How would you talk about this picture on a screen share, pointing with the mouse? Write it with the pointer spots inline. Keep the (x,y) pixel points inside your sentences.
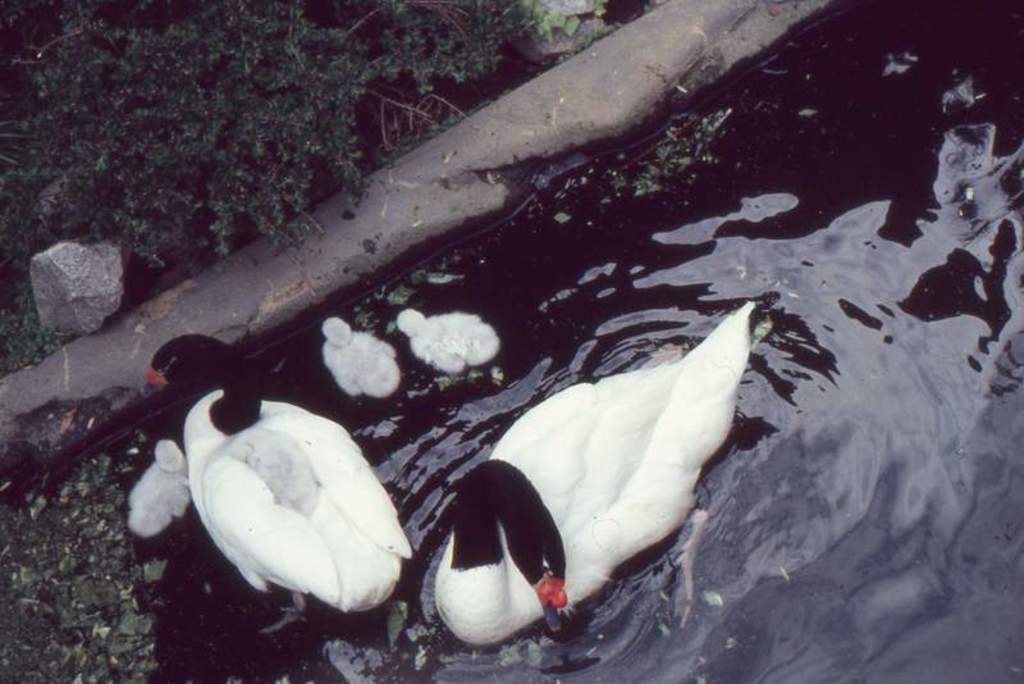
In this image we can see swans (360,487) and cygnets (259,463) in the water (335,389). Near to that there is a stone (85,277). Also there are plants (258,128).
